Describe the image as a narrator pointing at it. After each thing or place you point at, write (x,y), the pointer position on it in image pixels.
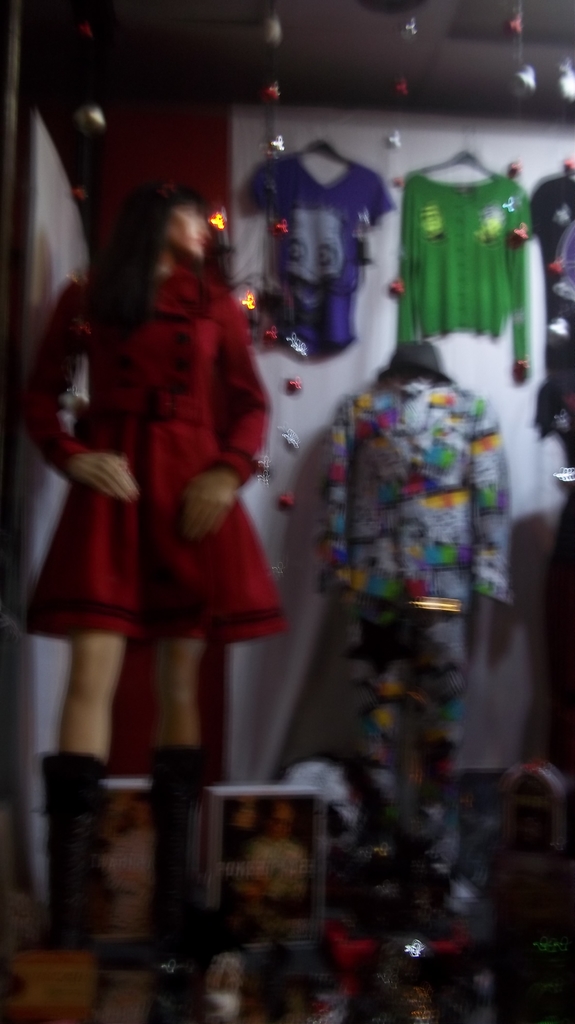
In this picture we can see mannequins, clothes (392,204), decor (273,96), wall (312,617) are present. At the top of the image (490,91) roof (496,65) is there. At the bottom of the image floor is there.
